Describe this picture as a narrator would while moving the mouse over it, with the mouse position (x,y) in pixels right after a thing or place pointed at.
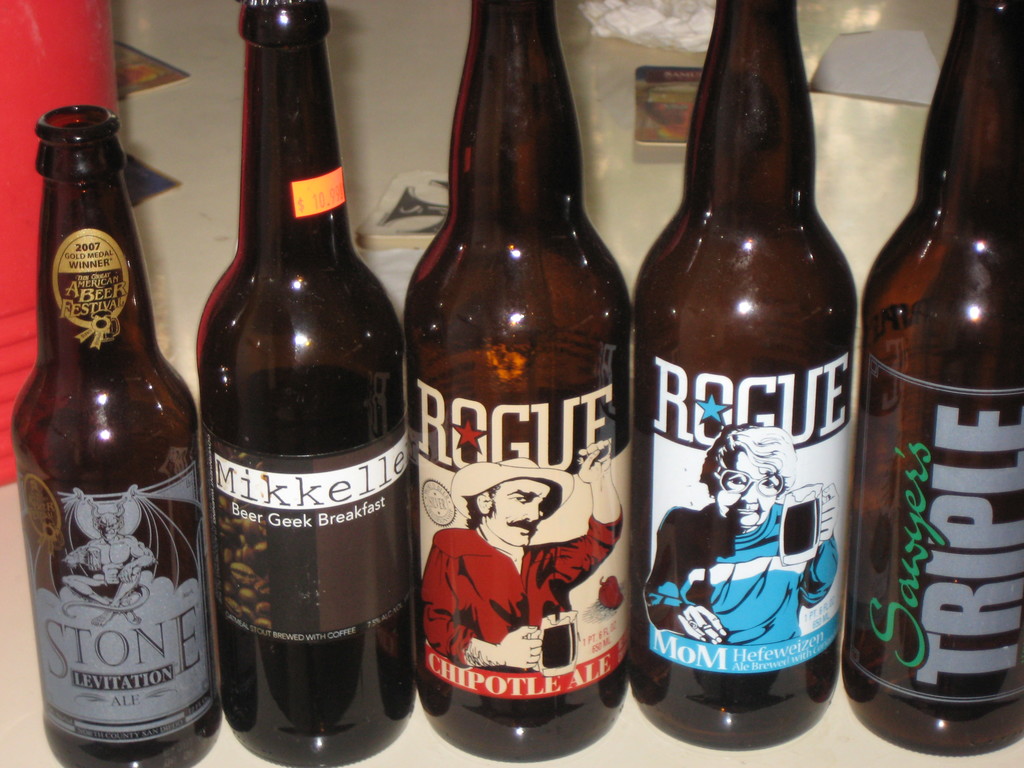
There are 5 beer bottles (399,496) here.
